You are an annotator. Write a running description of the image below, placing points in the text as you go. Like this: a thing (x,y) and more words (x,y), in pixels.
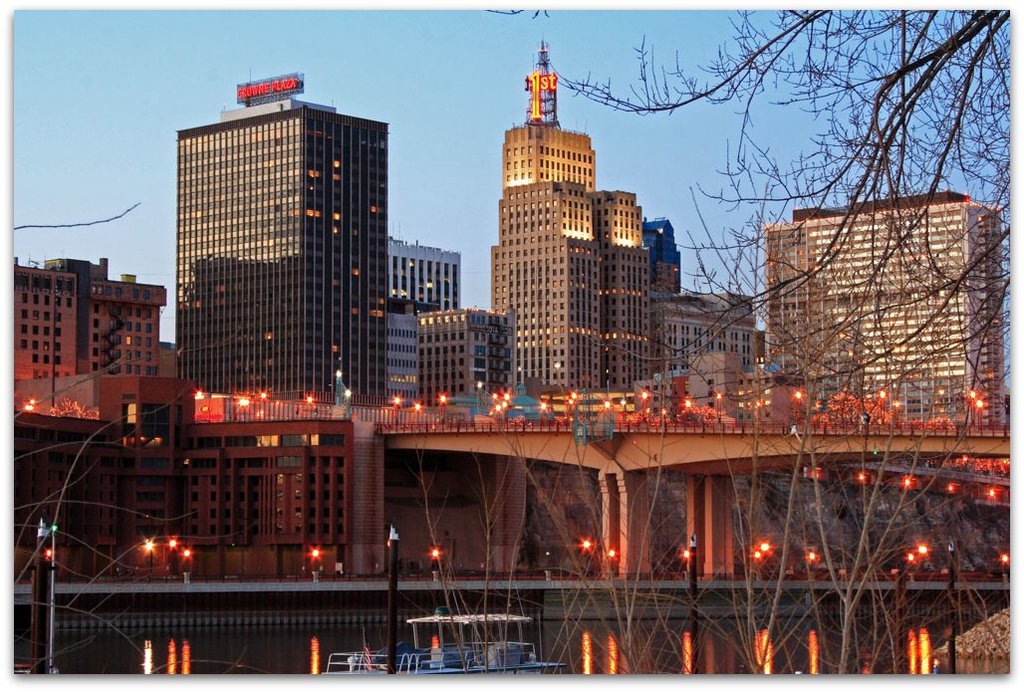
In the background (792,86) we can see the sky (54,13), buildings (74,304), boards (279,94) on the top of the buildings (166,502). In this picture we can see the lights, poles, bare trees (782,567). At the bottom portion of the picture (761,635) it seems like a boat (424,669) and the water (284,649).
